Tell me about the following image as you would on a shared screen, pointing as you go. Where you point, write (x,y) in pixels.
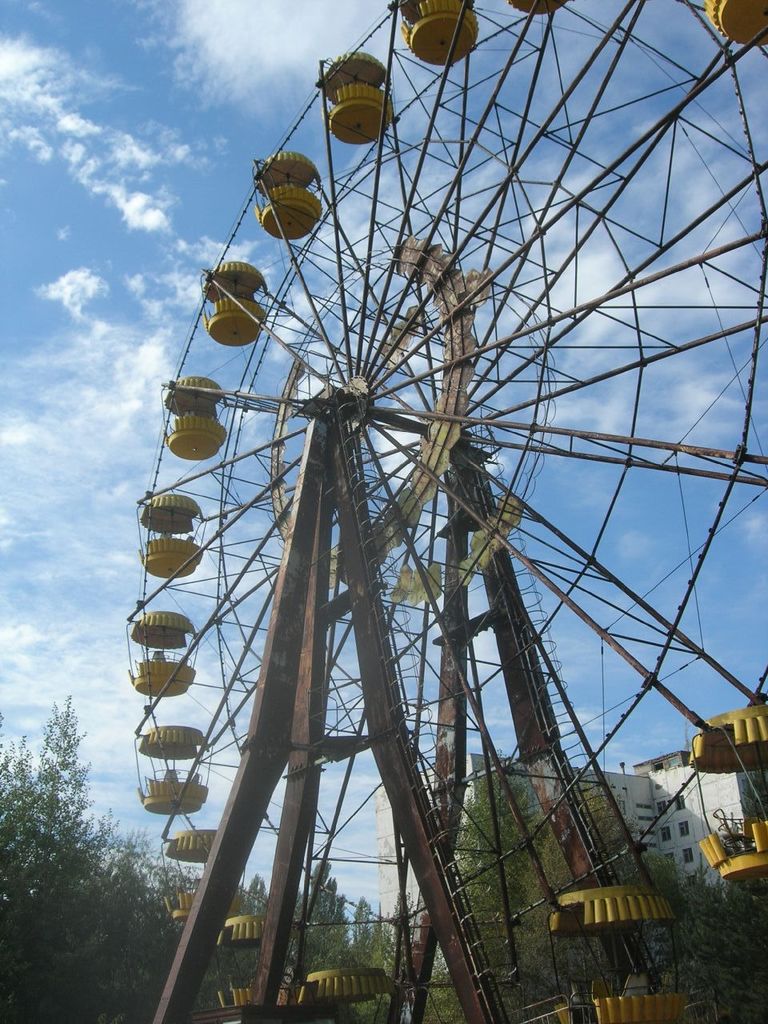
We can see giant wheel (502,558) and rods (409,831). In the background (615,823) we can see building (735,792), trees (88,883) and sky (68,447) with clouds (150,724).
